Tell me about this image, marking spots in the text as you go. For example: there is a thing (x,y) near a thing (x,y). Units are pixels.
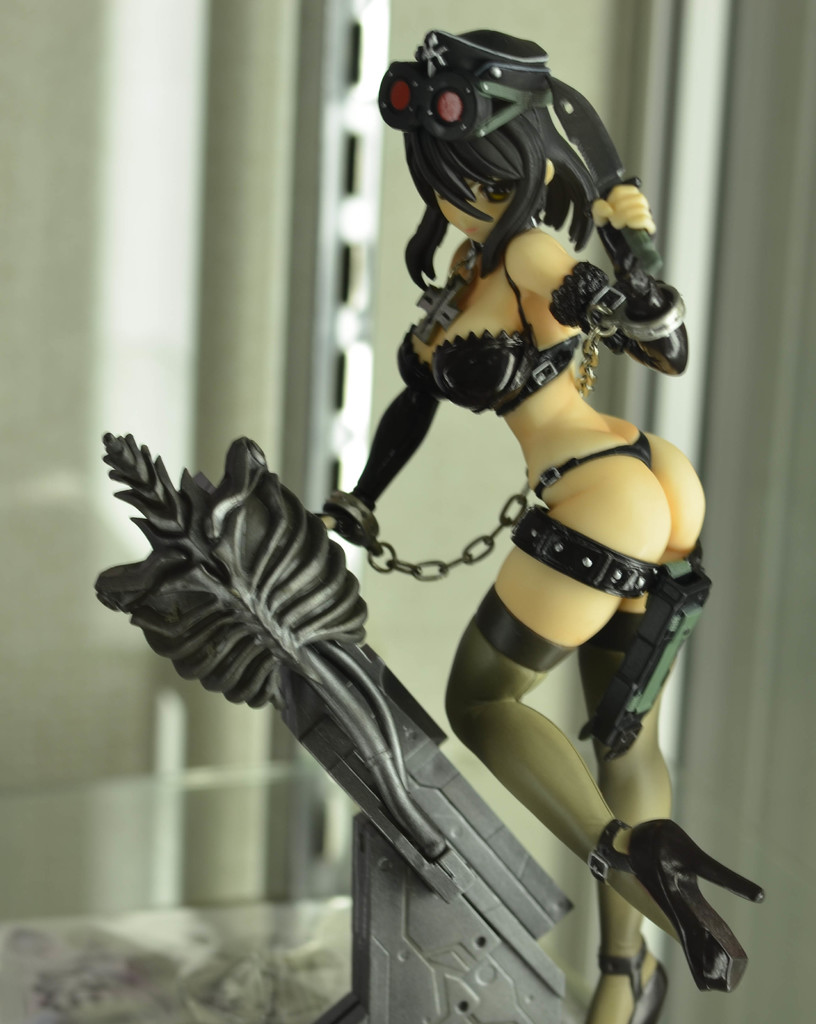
In this image I can see a statue (499,833) of a woman (537,327) wearing black colored dress (395,403) and black colored footwear (675,923). In the background (565,930) I can see few white colored objects (126,177).
